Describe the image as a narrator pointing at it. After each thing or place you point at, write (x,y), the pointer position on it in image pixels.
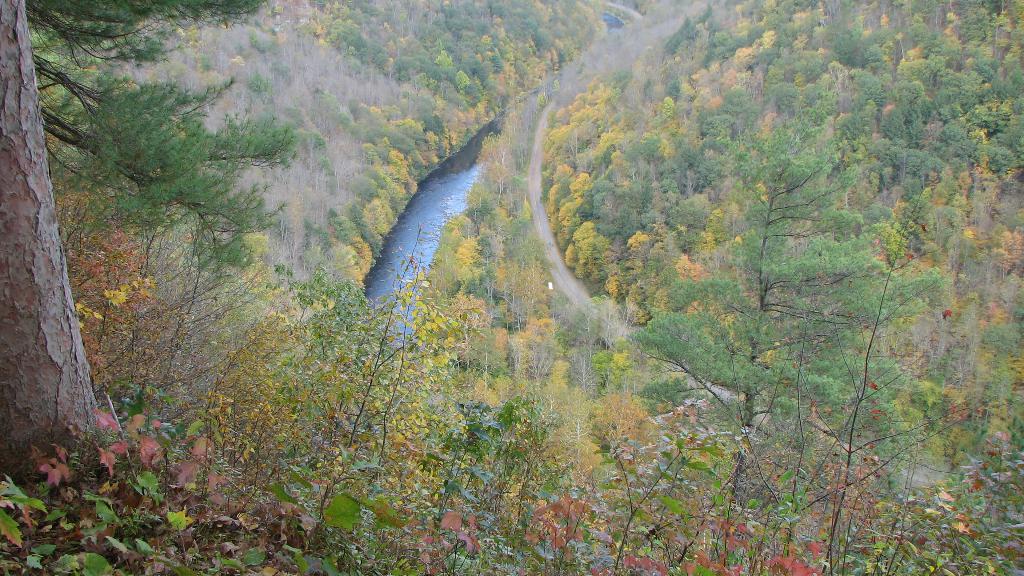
In this image, we can see some plants (484,450), trees (728,407). We can also see some water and the ground (543,114).
